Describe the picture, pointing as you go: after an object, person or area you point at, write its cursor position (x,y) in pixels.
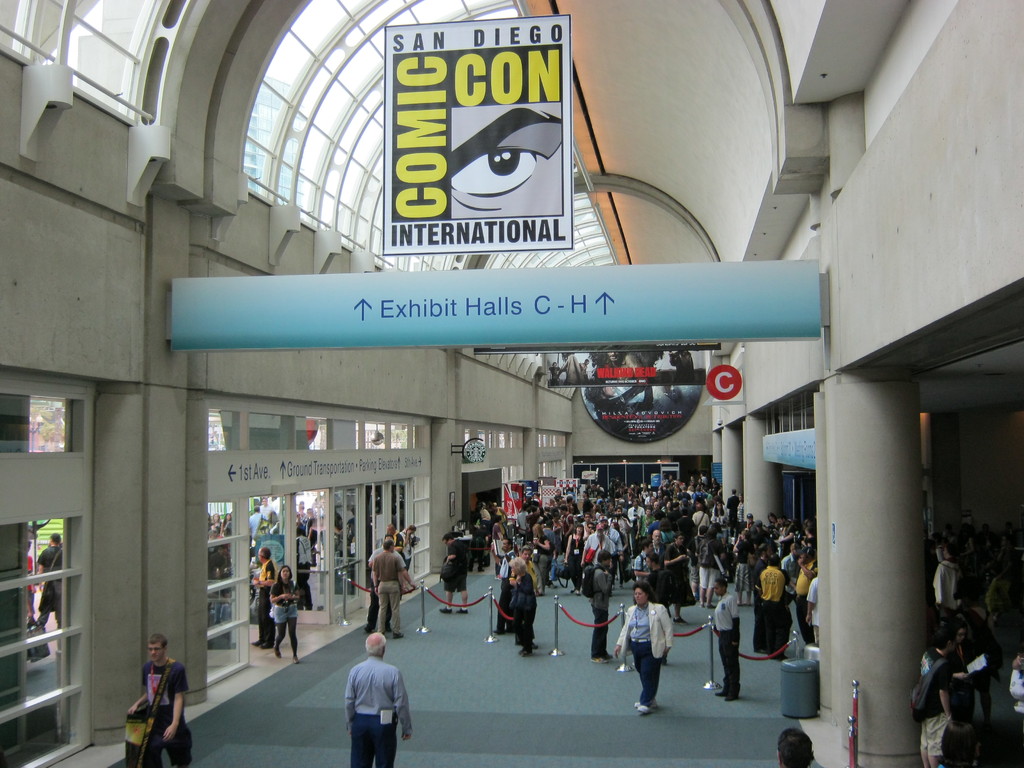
In this image I can see inside view of the building (221,616) and I can see a crowd of people (667,552) visible in the building (549,649), at the top (385,133) I can see the roof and a sign board (432,334) and beams (894,605) visible in the middle (658,308) and I can see a entrance gate (250,535) and in front of the entrance gate (245,539) I can see a crowd of people (313,528).
